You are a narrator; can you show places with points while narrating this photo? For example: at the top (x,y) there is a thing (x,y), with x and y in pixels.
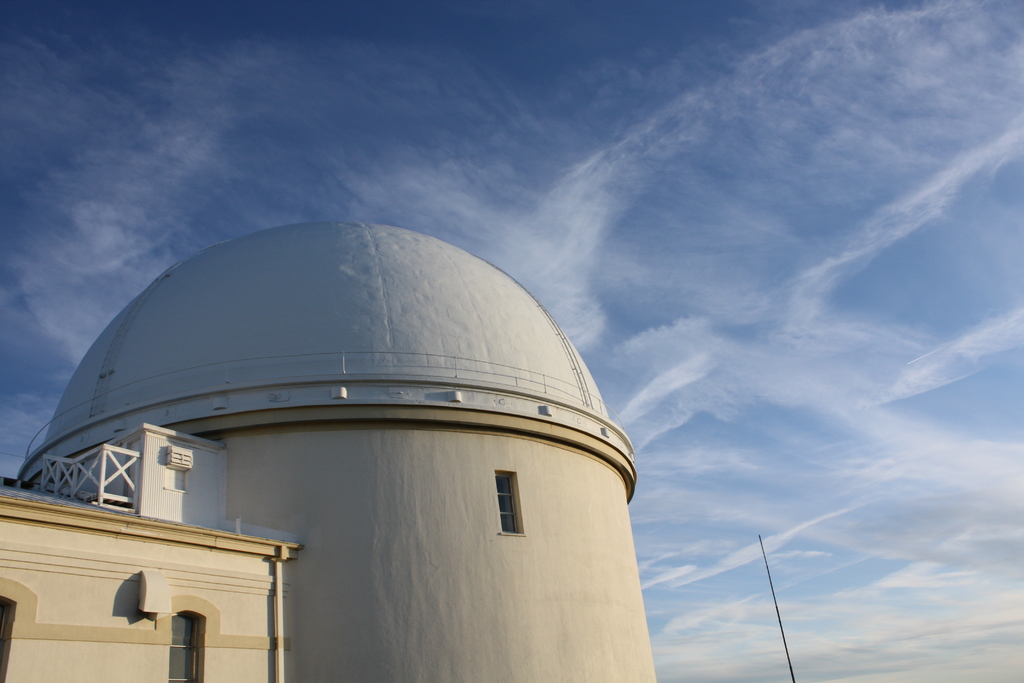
This picture is clicked outside. On the left (85,580) we can see the buildings (322,565) and we can see the windows (188,638) of the building (327,519) and we can see the metal rods (104,488) and a dome (279,380) is attached to the building (427,495). In the background (798,207) there is a sky (604,217).
